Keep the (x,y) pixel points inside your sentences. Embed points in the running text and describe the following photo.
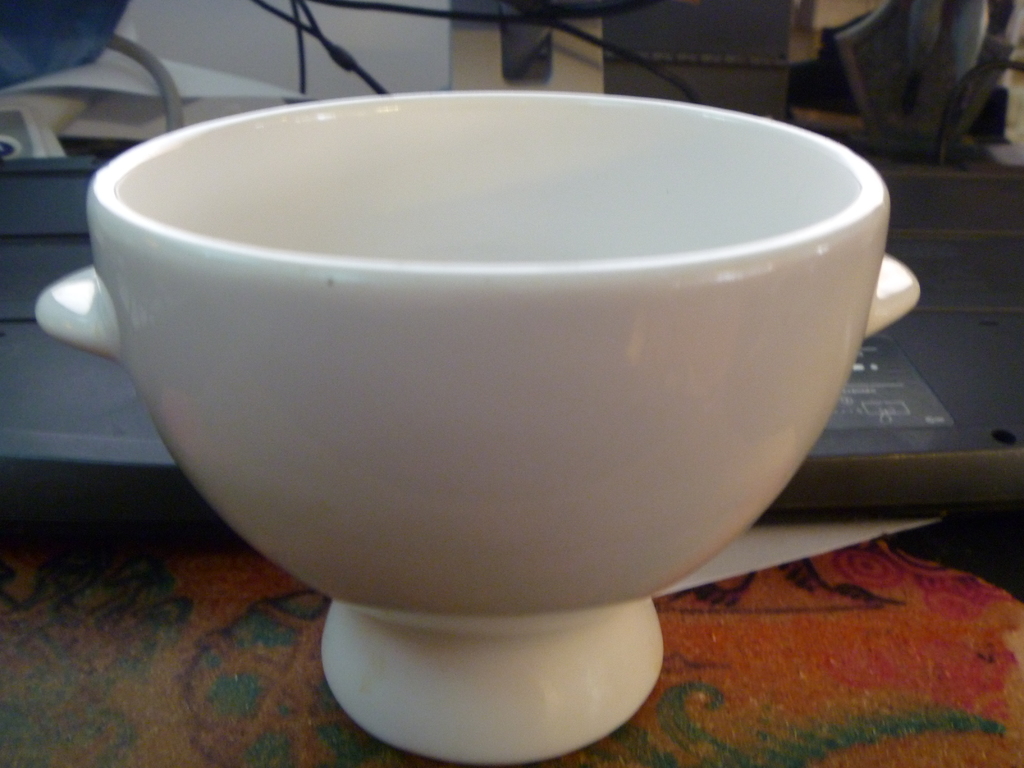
In this image we can see a white color bowl (442,480) on a mat (756,589) and few objects (928,125) in the background (947,393).
